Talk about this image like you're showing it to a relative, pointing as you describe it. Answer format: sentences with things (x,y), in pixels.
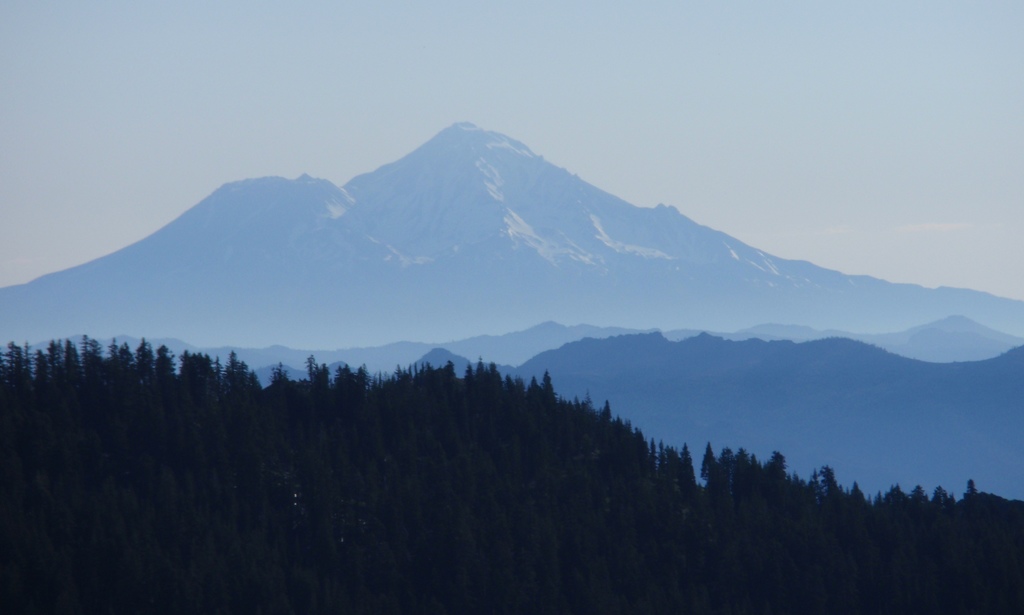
As we can see in the image there are hills (578,358), trees (476,532) and at the top (493,109) there is sky (475,88). The image is little dark.
